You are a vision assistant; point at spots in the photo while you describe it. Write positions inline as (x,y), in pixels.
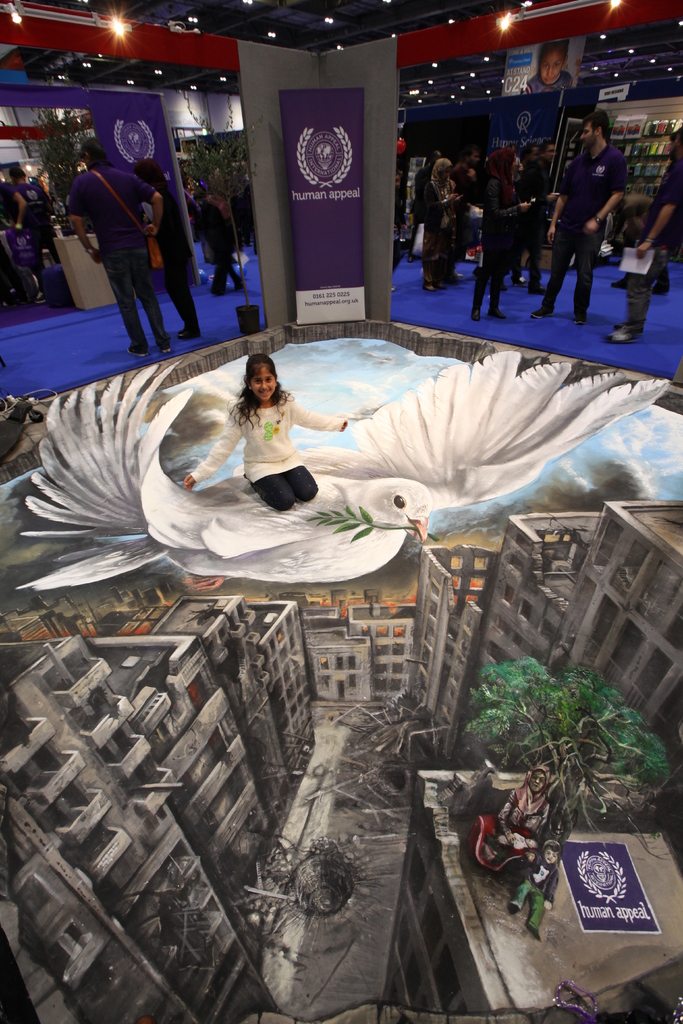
In this picture we can see the 3D painting (242,695) of buildings (503,648), a tree (485,729) and a bird (156,509). A girl (253,445) is sitting on the 3D painting (164,515). Behind the girl (268,420), there are boards (339,232), people (124,194) and plants (235,159). At the top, there are lights (119,31).
